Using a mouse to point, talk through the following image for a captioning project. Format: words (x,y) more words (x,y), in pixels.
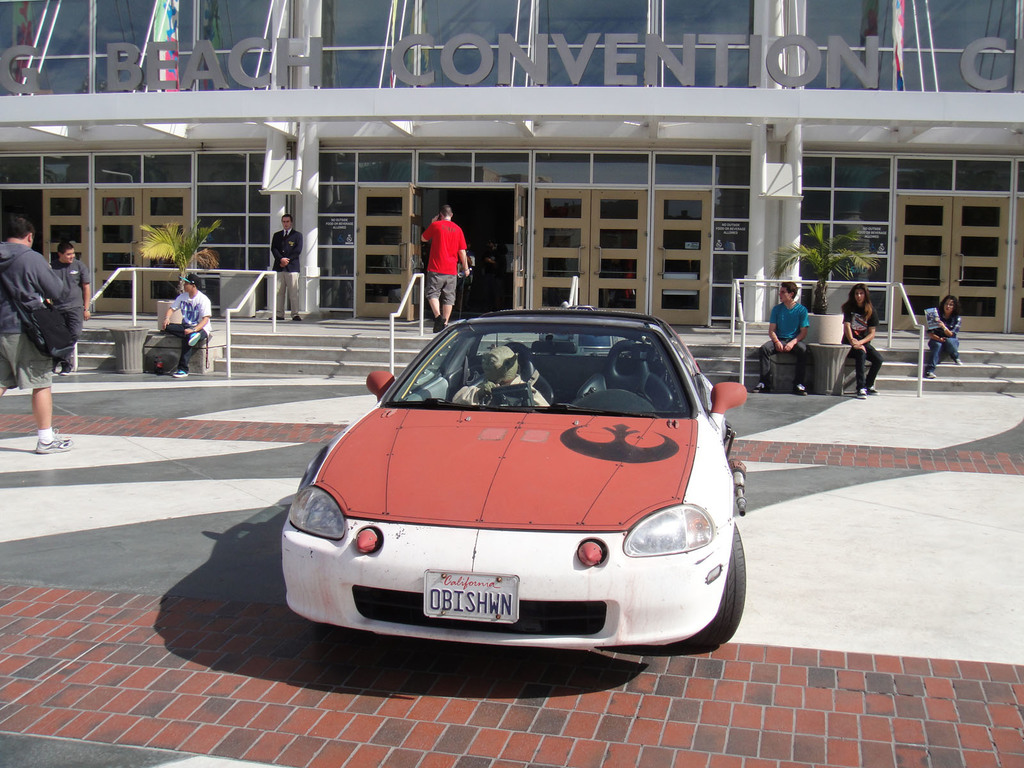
In this image I can see a car (425,532) in the front (659,583). In the background (36,205) I can see a building (638,100), stairs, railings (423,303), few people (196,280) and I can see few of them are standing and few are sitting. I can also see few plants (825,245) on the both side of this image and on the top side of this image (985,88) I can see something is written.
